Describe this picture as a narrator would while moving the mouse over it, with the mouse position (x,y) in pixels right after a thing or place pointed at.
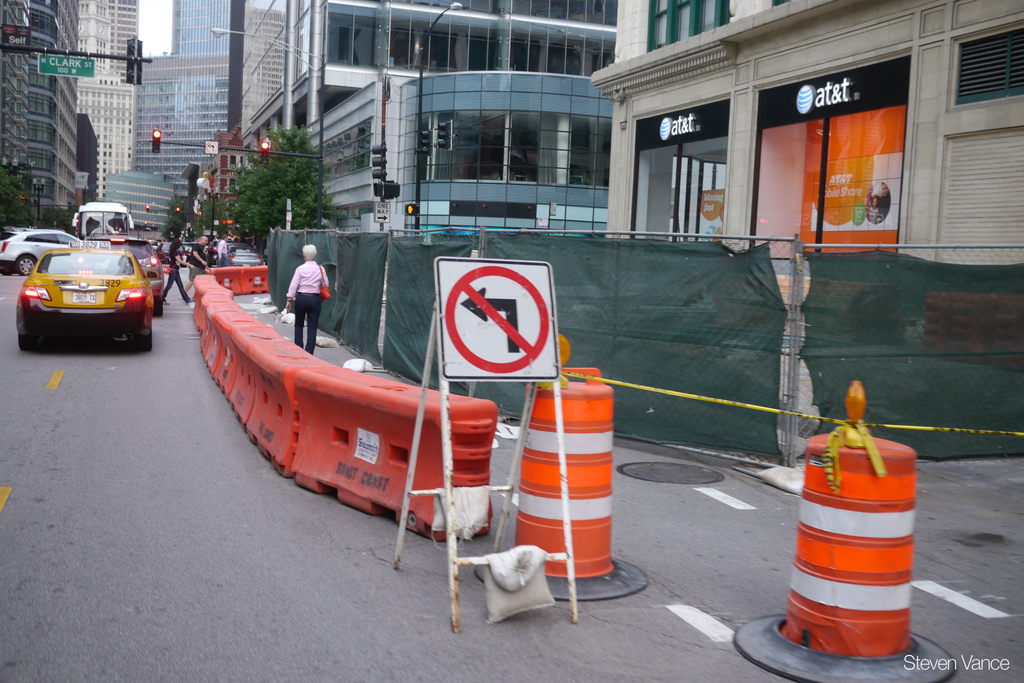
This picture shows few buildings (450,206) and we see a sign board (470,323) on the road (375,546) and few cars (136,255) and a bus (105,224) moving on the road (10,399) and we see traffic signal lights (130,84) to the poles (134,63) and few trees (272,191) and few pole lights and a women (317,279) walking on the side holding a handbag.
